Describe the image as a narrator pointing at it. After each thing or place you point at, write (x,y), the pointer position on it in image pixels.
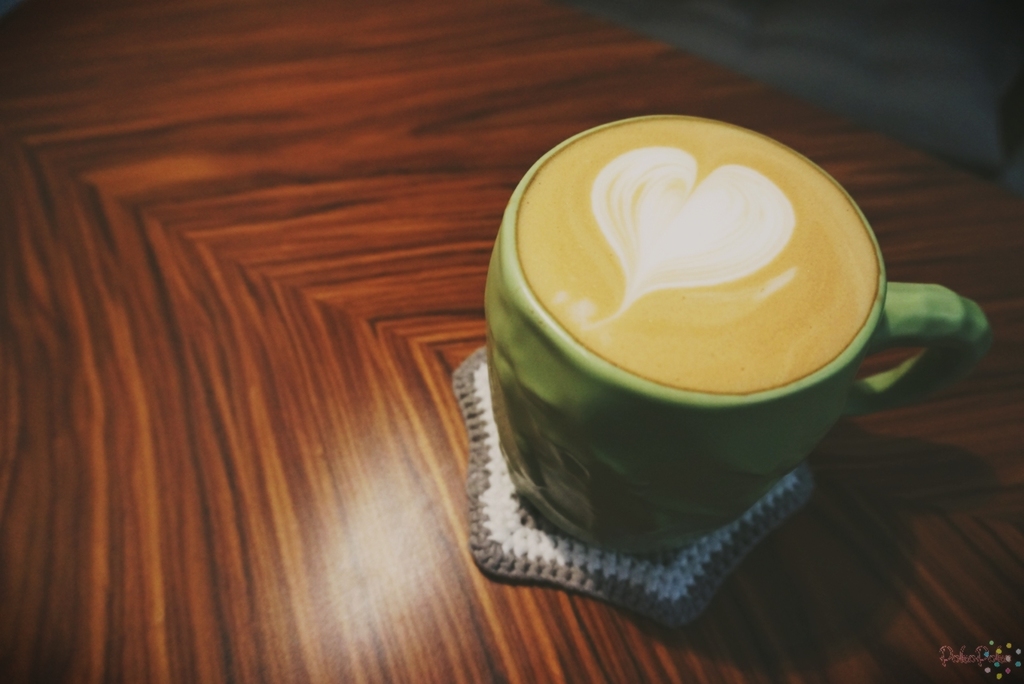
In this image there is a coffee (789,363) in a cup (551,478) which was placed on the wooden table (157,367). There is some text (975,662) on the right side of the image (997,675).
